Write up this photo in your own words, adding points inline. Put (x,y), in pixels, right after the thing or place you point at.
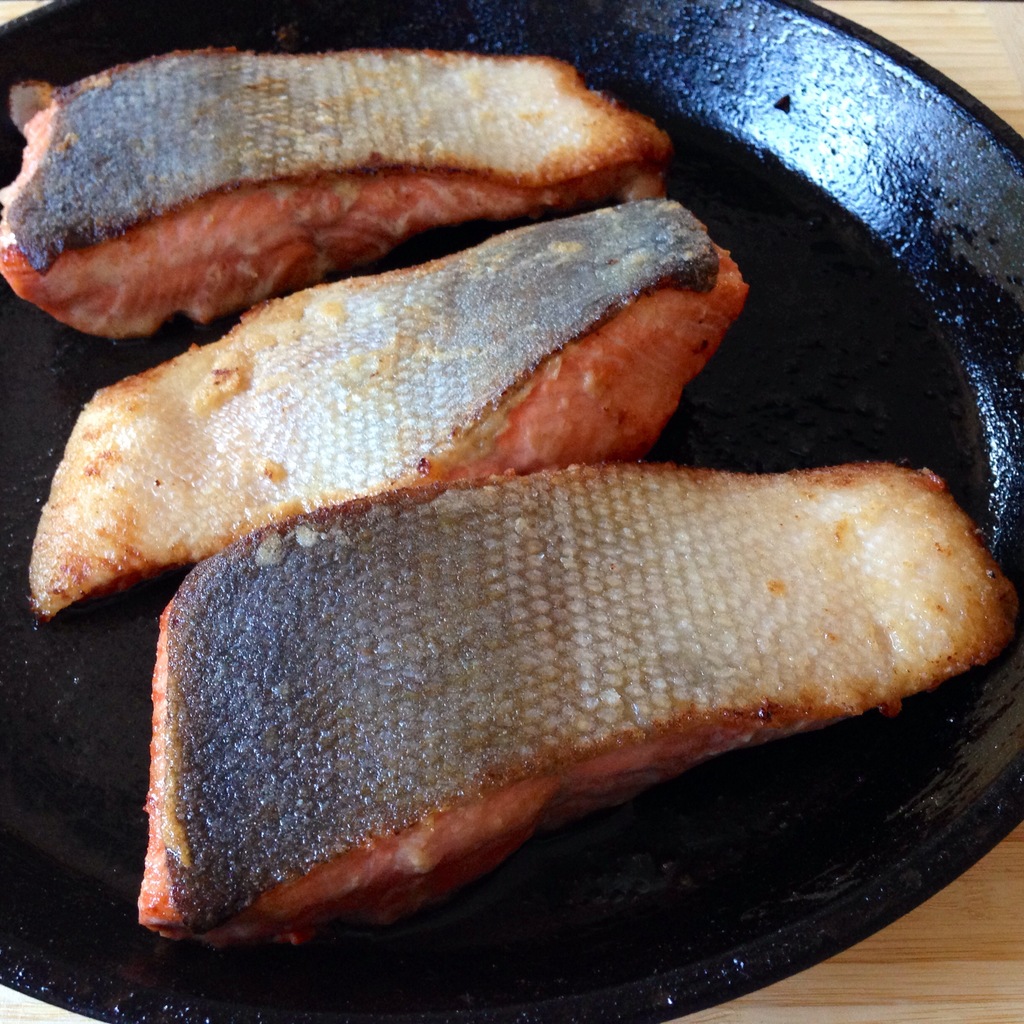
In this image we can see food items (598,433) in a black color pan (202,989) on the wooden surface (894,964).
